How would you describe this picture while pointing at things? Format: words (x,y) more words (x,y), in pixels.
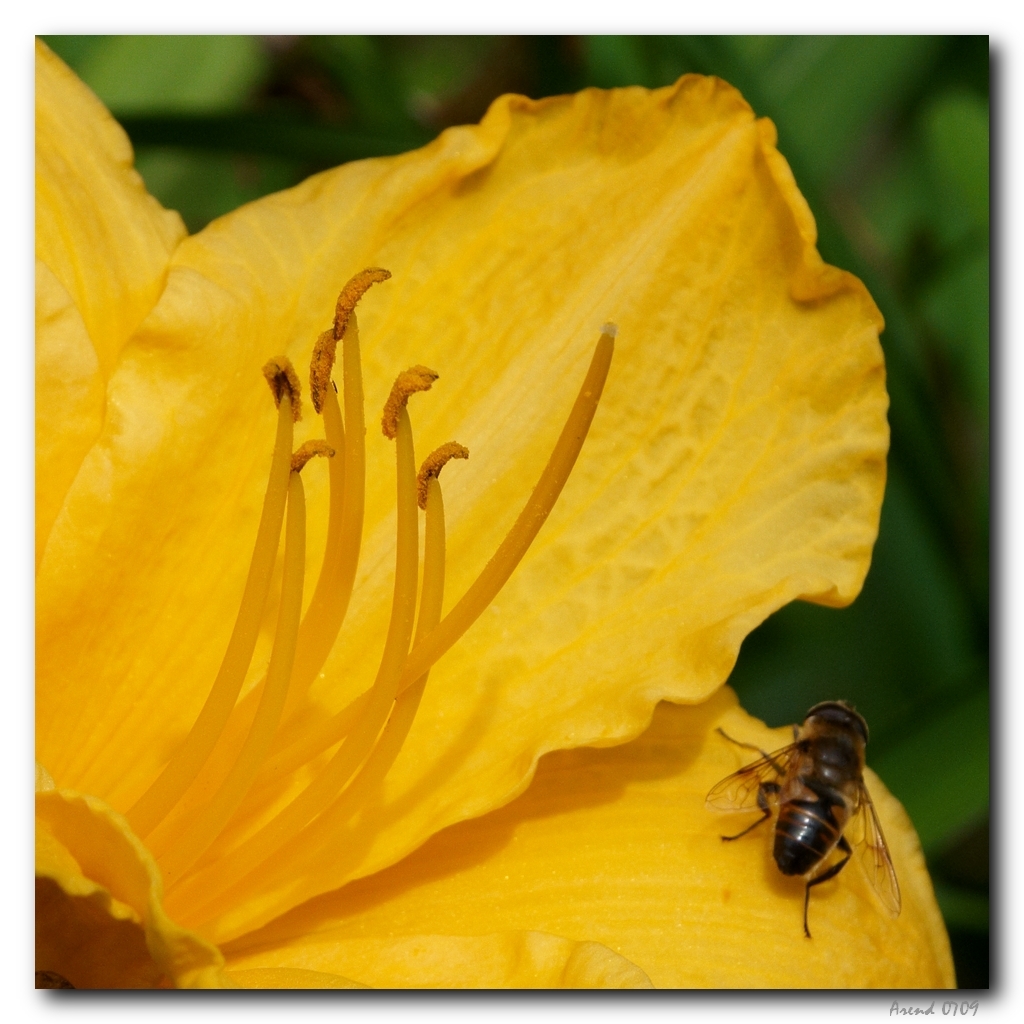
In the front of the image (767,478) there is a yellow flower (741,461) and an insect (821,743). In the background of the image (835,699) is blurred.
